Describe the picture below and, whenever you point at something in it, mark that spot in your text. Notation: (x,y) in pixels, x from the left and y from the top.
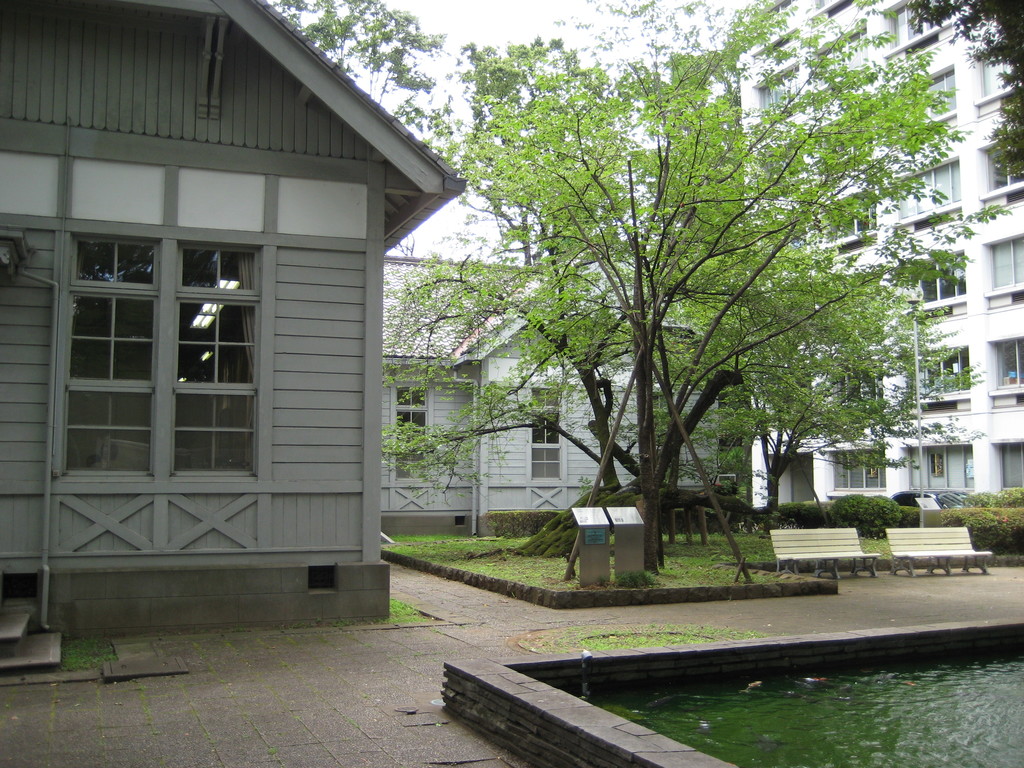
In this picture we can see two houses (313,420) and a building (1023,244). We can see trees (729,251) and there are two benches (835,556). There are two other objects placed near to a tree (553,538) on the grass (685,536). On the right side (846,726) we can see a pool (934,712).
